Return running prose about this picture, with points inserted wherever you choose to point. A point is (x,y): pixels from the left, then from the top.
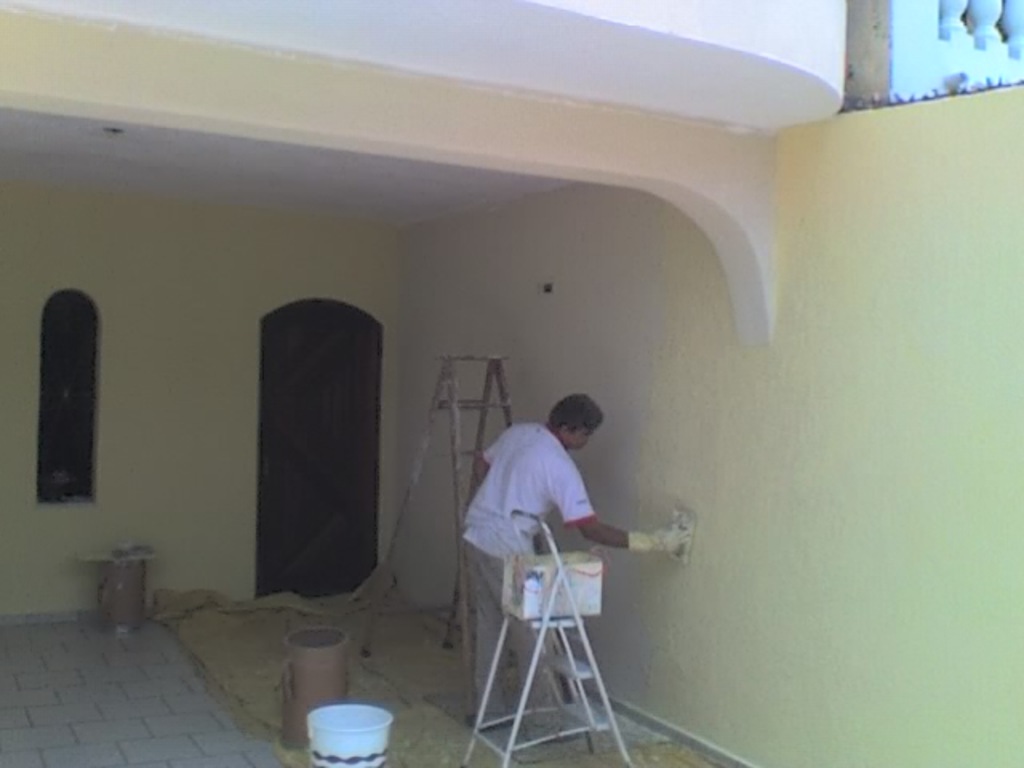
In this picture there is a man (503,438) standing and painting on the wall (688,428) with the help of brush (673,527) and we can see ladder (458,400), bucket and objects (113,578) on the floor (93,690) and box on the stand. We can see wall (141,475), door (291,406) and window (81,360).
